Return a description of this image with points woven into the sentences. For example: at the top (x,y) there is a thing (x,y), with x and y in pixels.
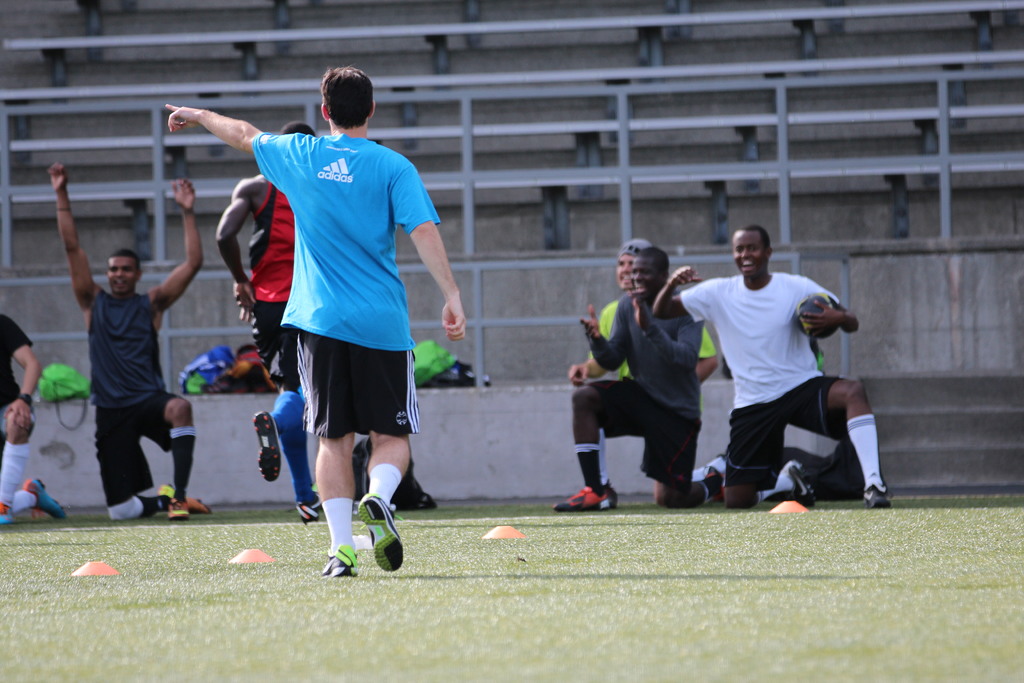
In this image we can see this person (394,450) wearing blue T-shirt (369,324), socks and shoes (343,554) is walking on the ground (493,595). In the background (775,349), we can see these people (832,380) are on the ground (403,588) and we can see the fence (473,271) and the wall (846,218).
